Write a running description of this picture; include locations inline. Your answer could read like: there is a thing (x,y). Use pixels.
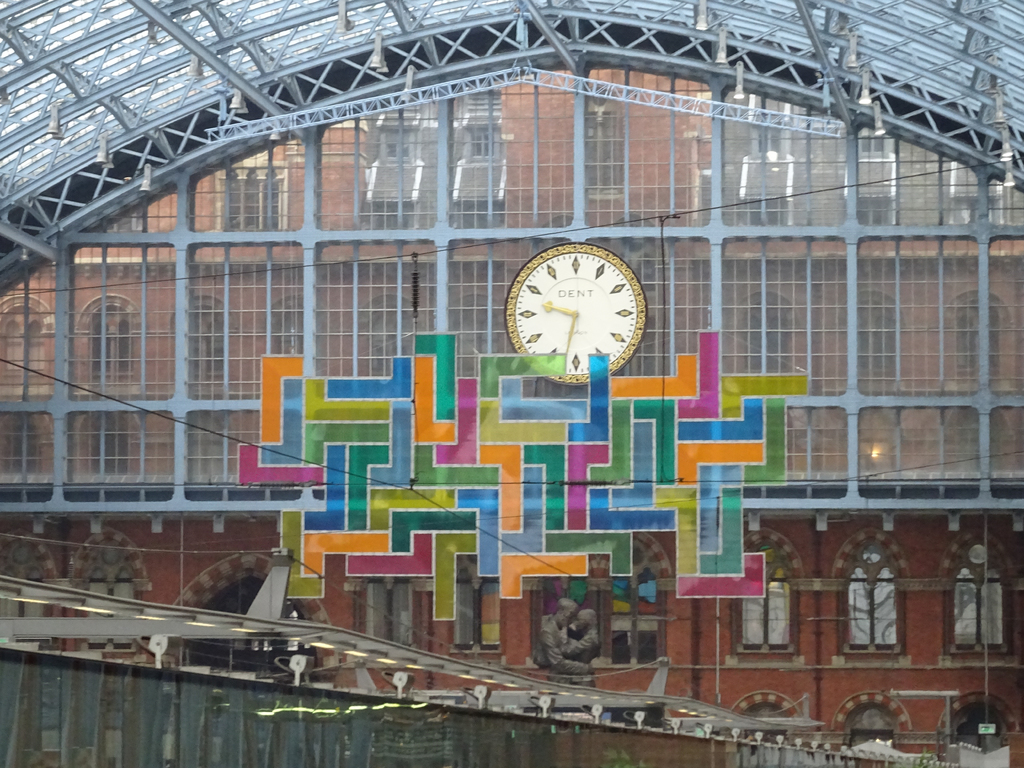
In this picture we can see a building (484,251), windows (636,253), clock (583,268), roof (113,52), rods (165,12), statue (550,647), bridge (66,624), shed (618,690), sign boards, poles (947,728), wall (999,701).
